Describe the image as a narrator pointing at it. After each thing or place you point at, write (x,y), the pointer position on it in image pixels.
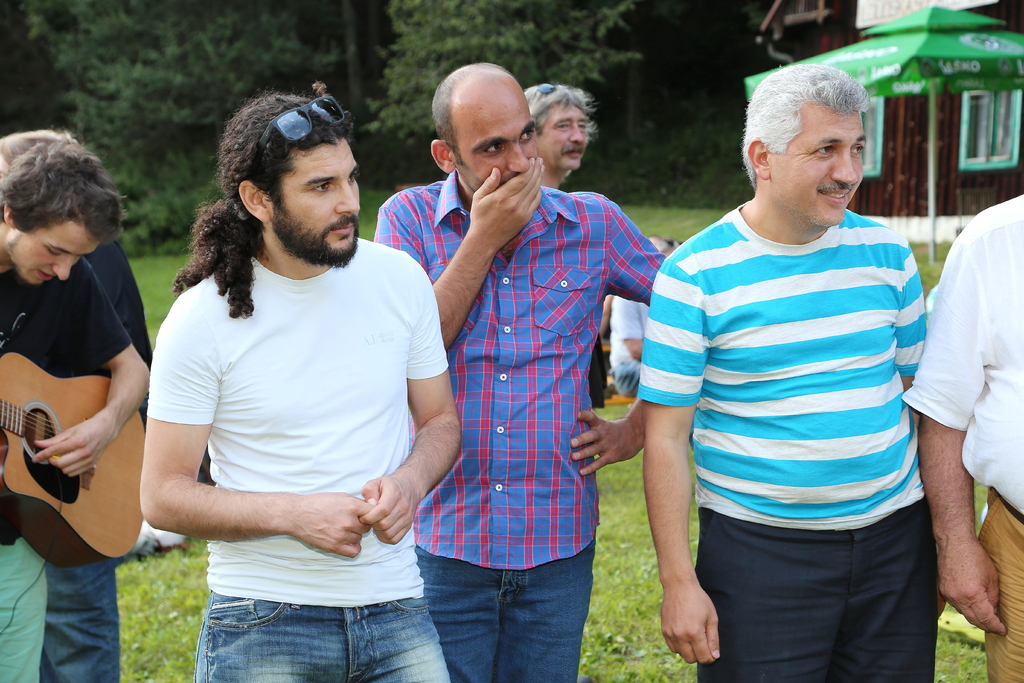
There are four persons (581,220) standing horizontally. In the background (599,336), there is another person (558,100), tree (502,26), house (808,15), and grass (669,209). A person (628,334) is sitting, and tent (896,65).
